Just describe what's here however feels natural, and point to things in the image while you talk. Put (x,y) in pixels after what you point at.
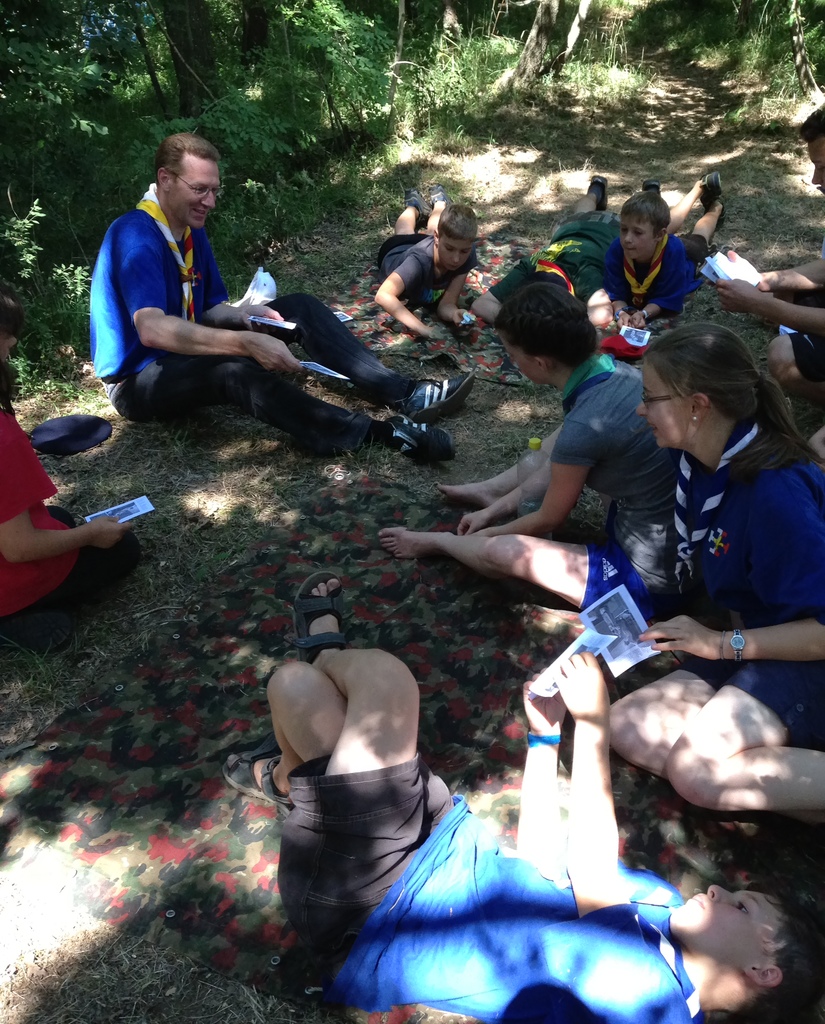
In this image I can see few persons (338,327) are sitting on the ground (473,412) and few persons (536,826) are laying on the ground (533,424). I can see few of them are holding papers (585,641) in their hands (283,354). I can see the ground (563,118), some grass (573,101) on the ground (682,98) and few trees (542,59) which are green in color in the background (172,84).
